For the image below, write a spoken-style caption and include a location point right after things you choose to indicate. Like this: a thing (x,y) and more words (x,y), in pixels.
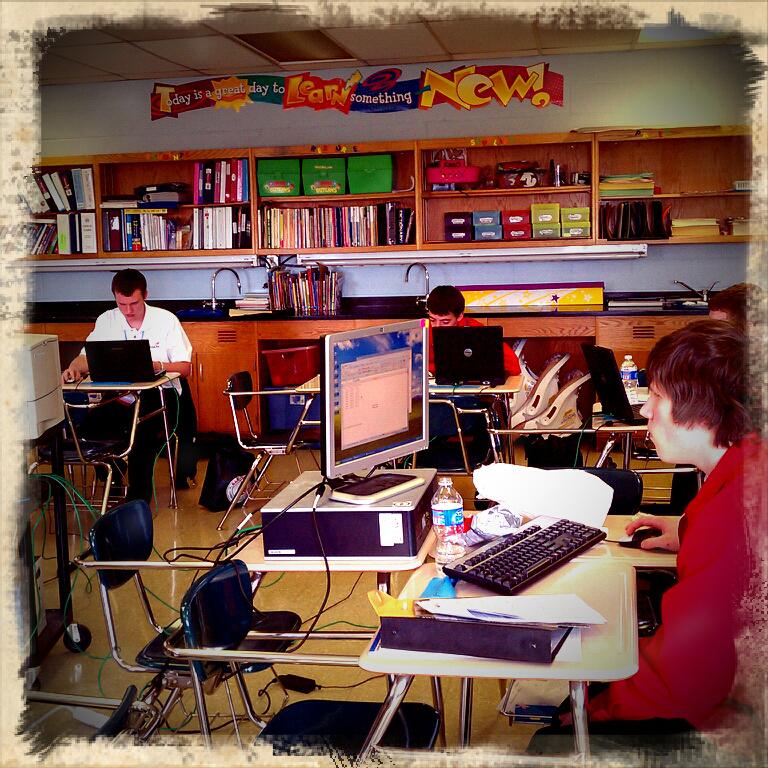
This Picture describe about the inside view of the room (379,590), In which a boy (713,525) is sitting on the chair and working on the computer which is placed on the table (593,554), We can see a water bottle (447,550), keyboard (467,574) file (444,612) and mouse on it. Behind we can see a boy (456,314) wearing red t-shirt (509,360) and working on the laptop (472,374). On the top (384,163) we can see a wooden rack (96,186) full of books (322,217) and on left side (149,333) a person (160,334) wearing white shirt (174,338) is working on the laptop (113,380).
